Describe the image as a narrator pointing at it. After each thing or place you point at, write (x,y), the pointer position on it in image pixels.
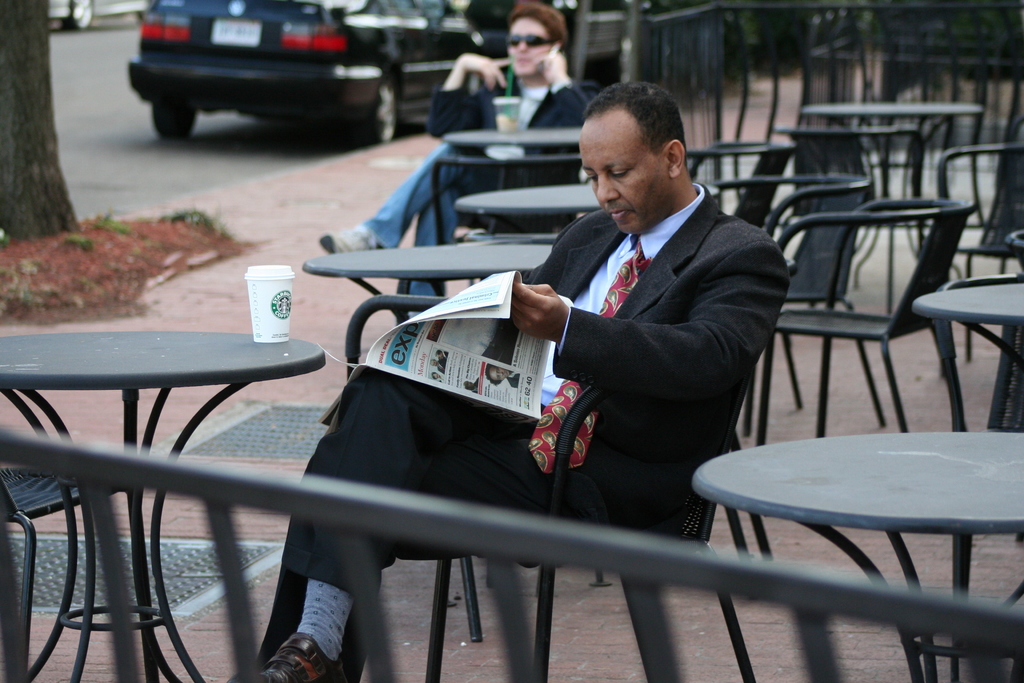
In this image, there are two persons (663,256) sitting on chairs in front of the tables (176,353). These tables (254,370) contains cups (275,294). There is a car (232,36) at the top of this image (278,20). There is a person (660,390) at the center of this image (415,453) holding a paper (465,366) with his hand (526,324).
